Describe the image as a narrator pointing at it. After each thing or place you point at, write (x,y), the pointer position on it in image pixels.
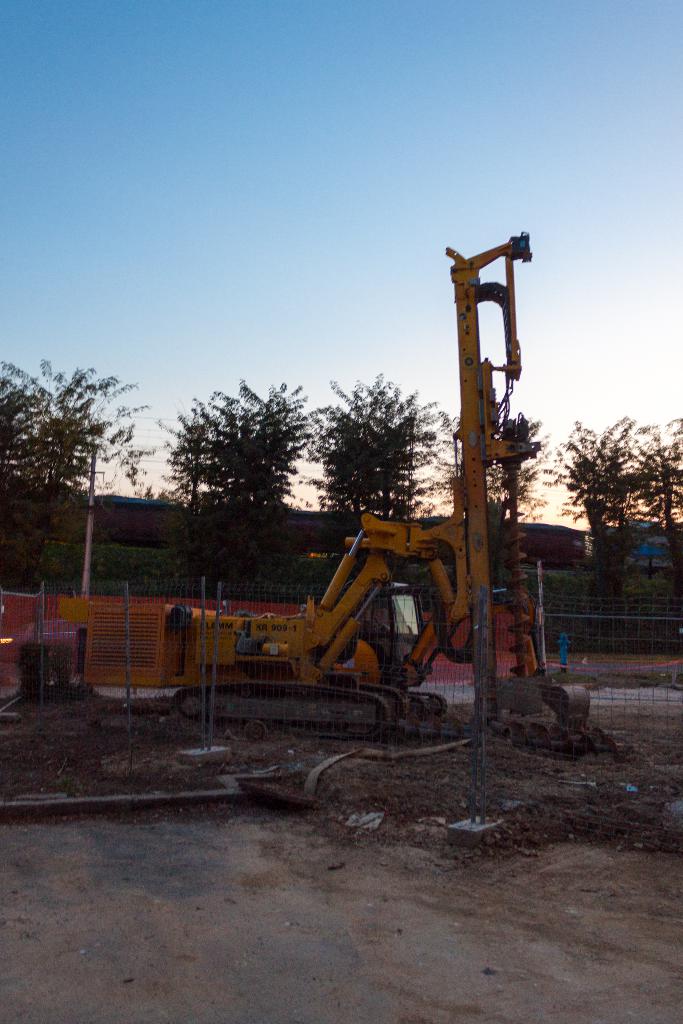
In the picture we can see a mud surface (461,899) on it, we can see a fencing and behind it, we can see mud removing equipment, vehicle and behind it, we can see the poles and trees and in the background (465,69) we can see the sky (419,336).
